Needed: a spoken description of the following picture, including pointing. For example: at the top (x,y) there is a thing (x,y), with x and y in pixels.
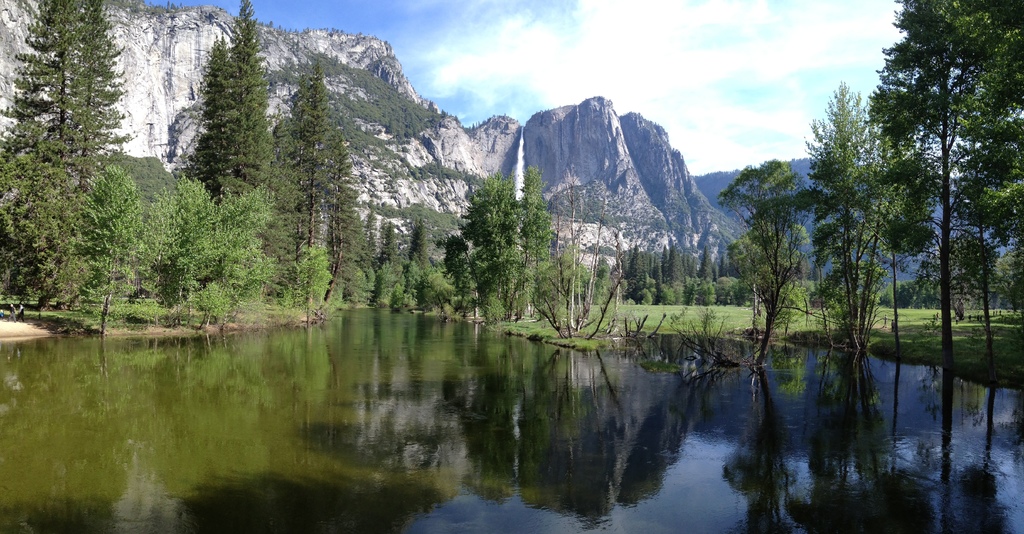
In this image, there are a few trees (426,236), plants (678,297), hills (643,158). We can also see some grass (680,318) and the sky (701,107) with clouds (762,44). We can see some water (262,438) with the reflection (423,359) of trees (783,381) and hills (665,424).
